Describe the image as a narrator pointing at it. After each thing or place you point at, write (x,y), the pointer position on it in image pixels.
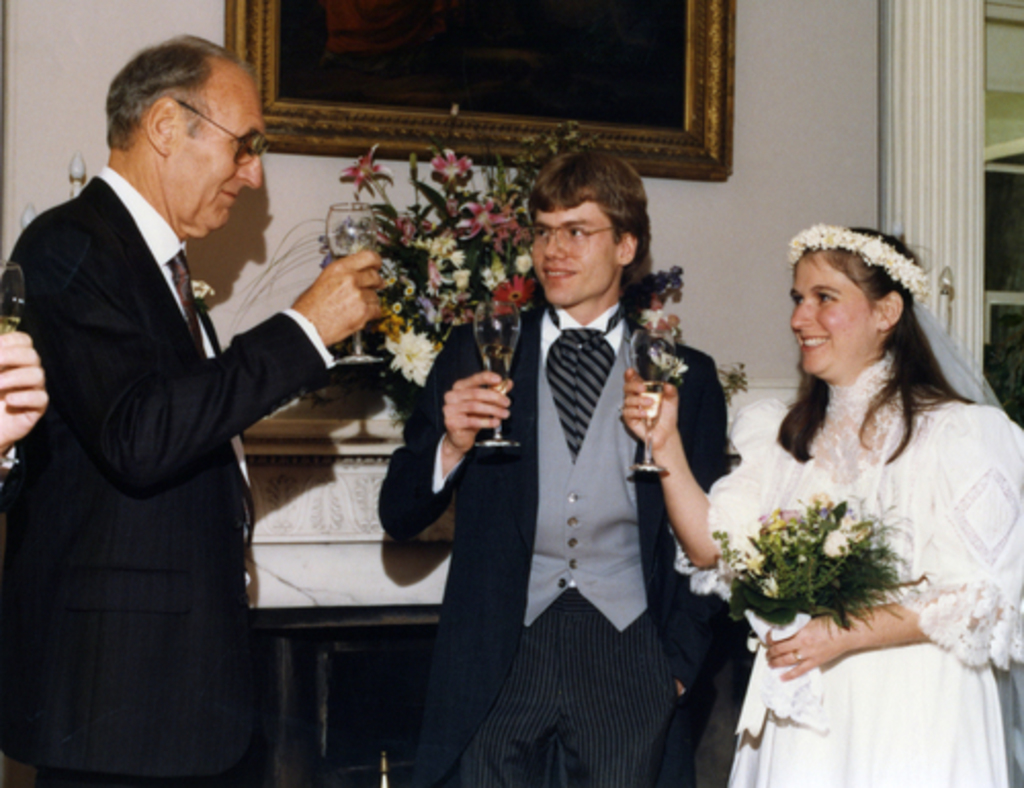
In this image there are a few people (494,611) standing and holding glasses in their hands (660,430), there is a woman (846,645) holding bouquet (815,600) along with the glass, behind them there are flowering plants (473,300) on the table (298,473), above that there is a frame (528,117) hanging on the wall (811,210), beside the wall (819,197) there is a pillar (957,190).
